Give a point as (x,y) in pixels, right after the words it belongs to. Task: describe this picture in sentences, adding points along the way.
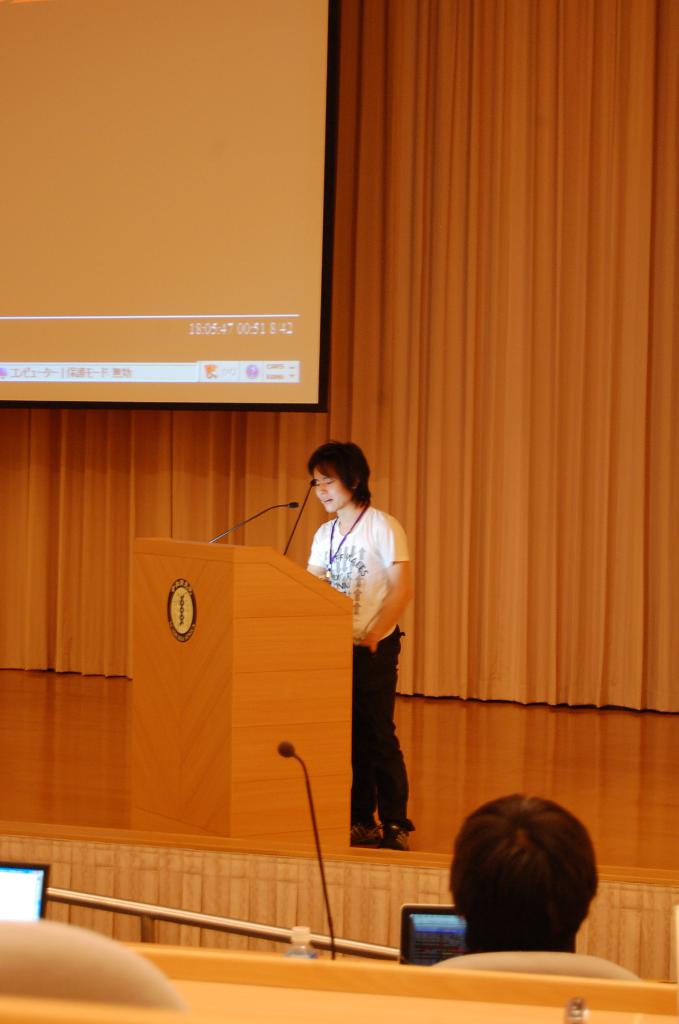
This picture seems to be clicked inside the hall (92,919). In the foreground (591,859) we can see a person (543,914) seems to be sitting on the chair (532,957) and we can see a microphone (313,804) and the electronic devices (449,944) and the metal rod (245,923). In the center (356,510) we can see a person (358,556) wearing t-shirt (384,586) and standing behind the wooden podium (312,616) and we can see the microphones (231,531) seems to be attached to the wooden podium (267,695) and we can see a logo (187,612) with the text (186,638) on the podium (208,583). In the background (523,268) we can see the curtain (523,315) and the screen (164,390).
